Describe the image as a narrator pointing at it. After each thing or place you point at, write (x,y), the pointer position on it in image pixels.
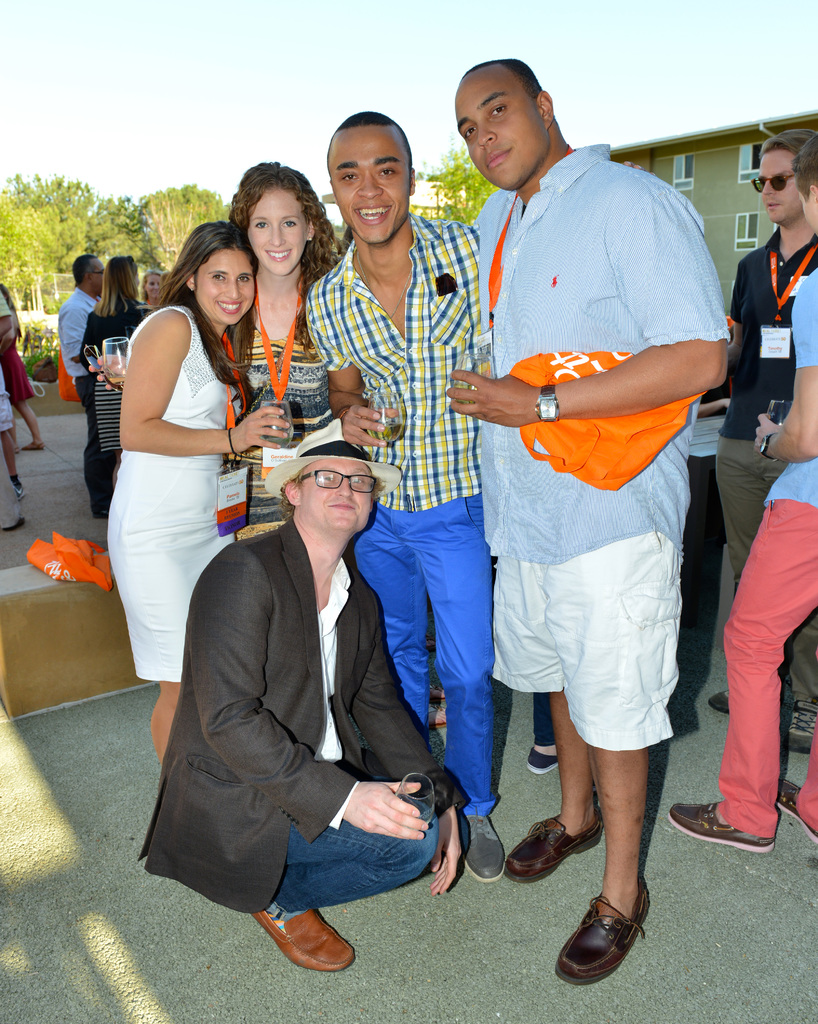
In the image we can see there are people (409,357) standing and they are wearing ID cards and holding wine glasses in their hand (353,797). There is a person (309,845) sitting on the ground (403,935), behind there is a building (739,166) and there are trees (158,237). There are lot of people (7,354) standing at the back (104,468).
